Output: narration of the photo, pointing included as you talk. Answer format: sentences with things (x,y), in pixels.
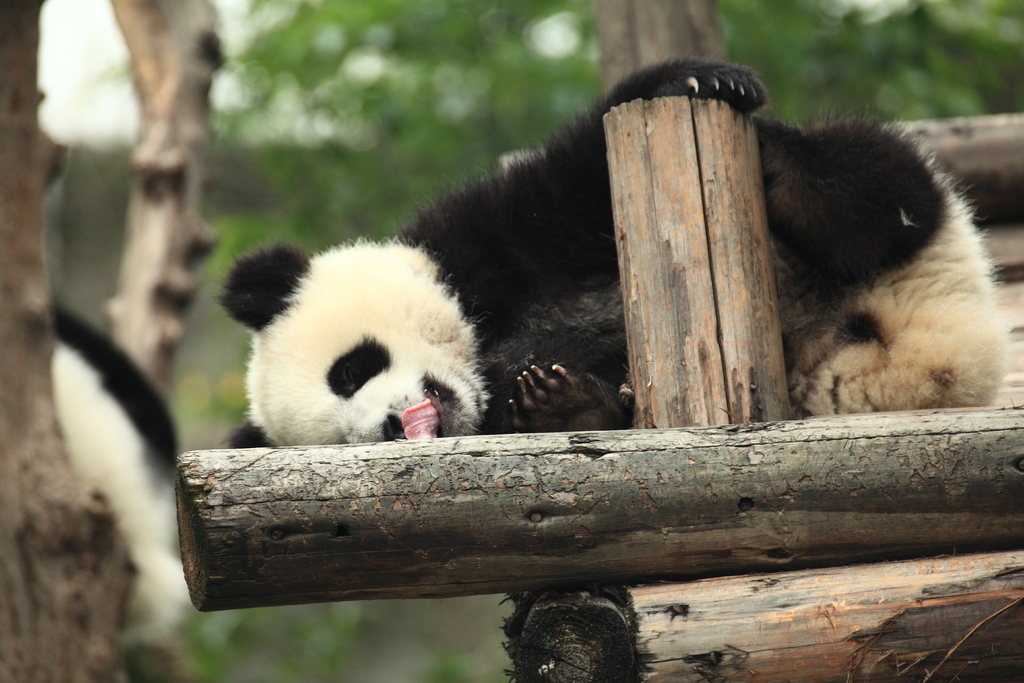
In this picture we can see a panda (851,361) lying on wooden poles (928,520) and in the background (465,0) we can see trees (449,138) and it is blurry.
